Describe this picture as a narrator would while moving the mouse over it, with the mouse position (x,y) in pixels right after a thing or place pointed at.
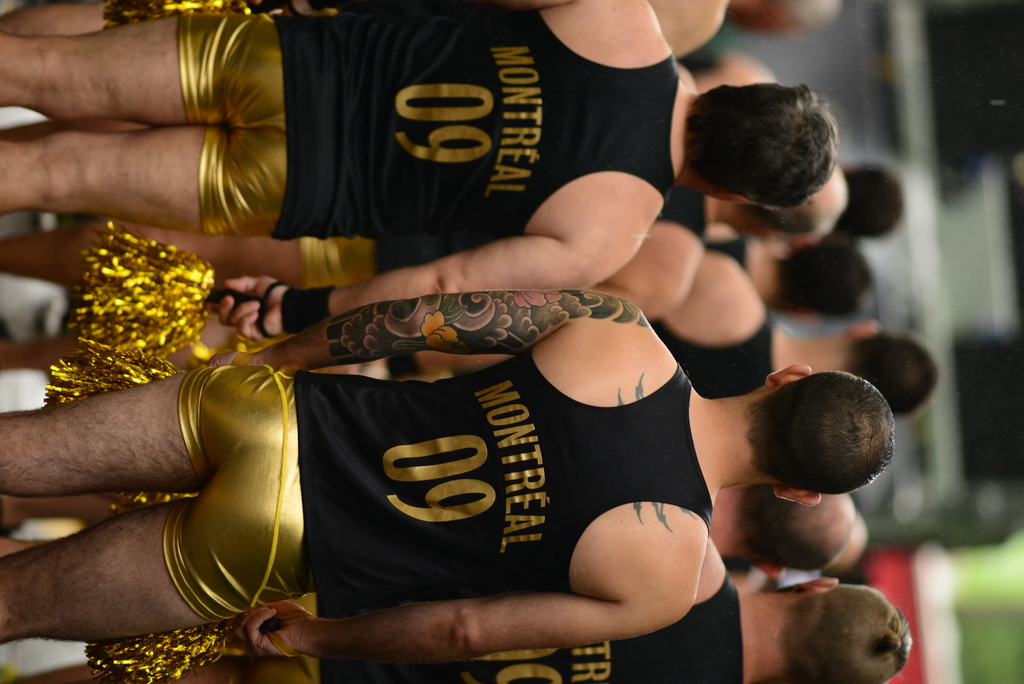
In this image we can see a group of people (420,198) are standing and wore black and gold color dress (405,600) and holding something in their hands (285,601).
